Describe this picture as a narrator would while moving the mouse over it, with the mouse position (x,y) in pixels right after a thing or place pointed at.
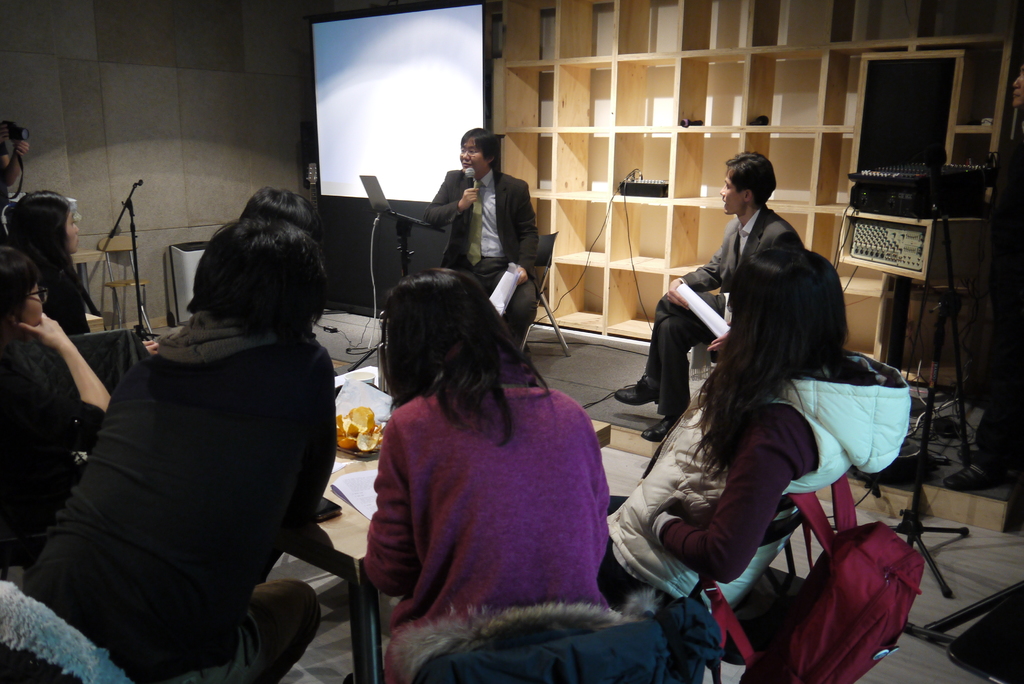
In this image I can see a group of people (542,381) sitting. I can see some objects (364,441) on the table (363,537). In the background (801,46), I can see the shelf (648,129).
